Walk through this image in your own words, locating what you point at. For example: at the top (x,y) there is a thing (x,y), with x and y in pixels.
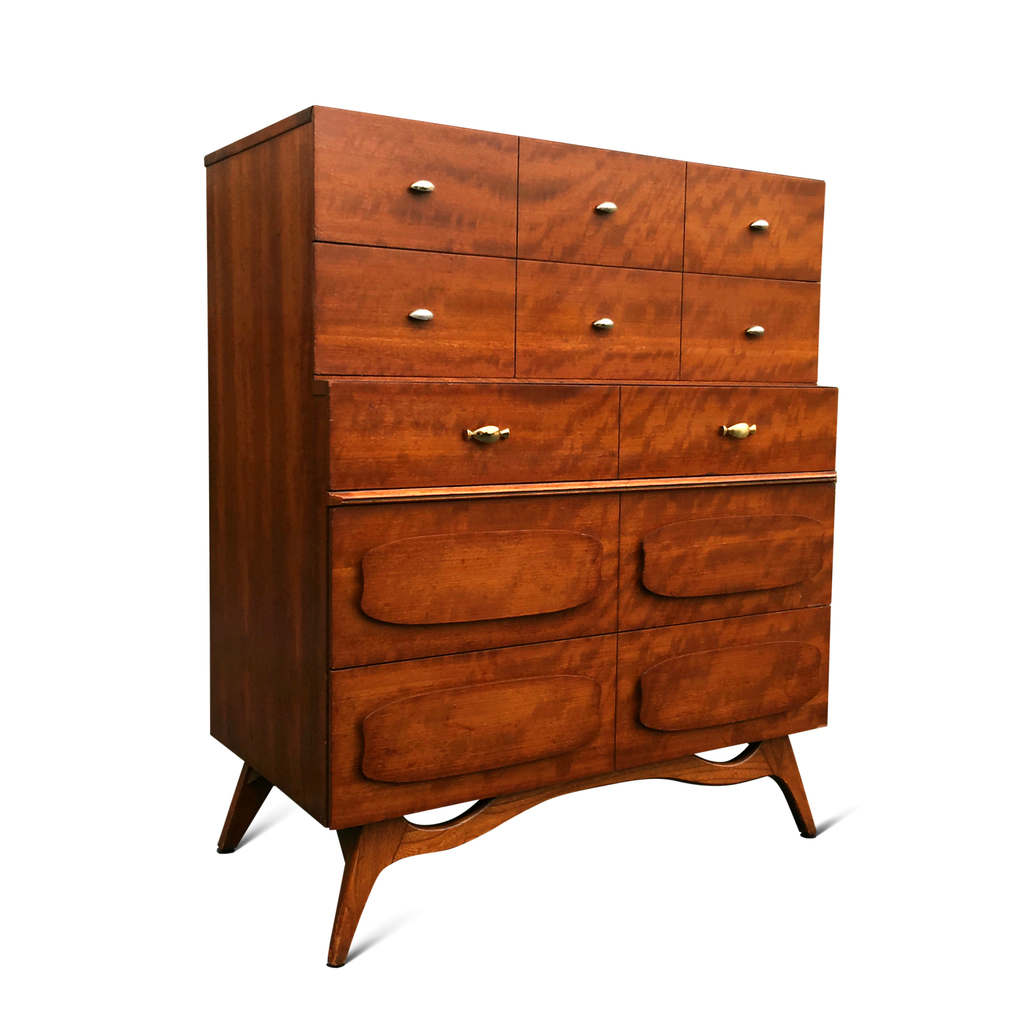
In this image we can see a chest of drawers (519,433) with white background (34,499).
